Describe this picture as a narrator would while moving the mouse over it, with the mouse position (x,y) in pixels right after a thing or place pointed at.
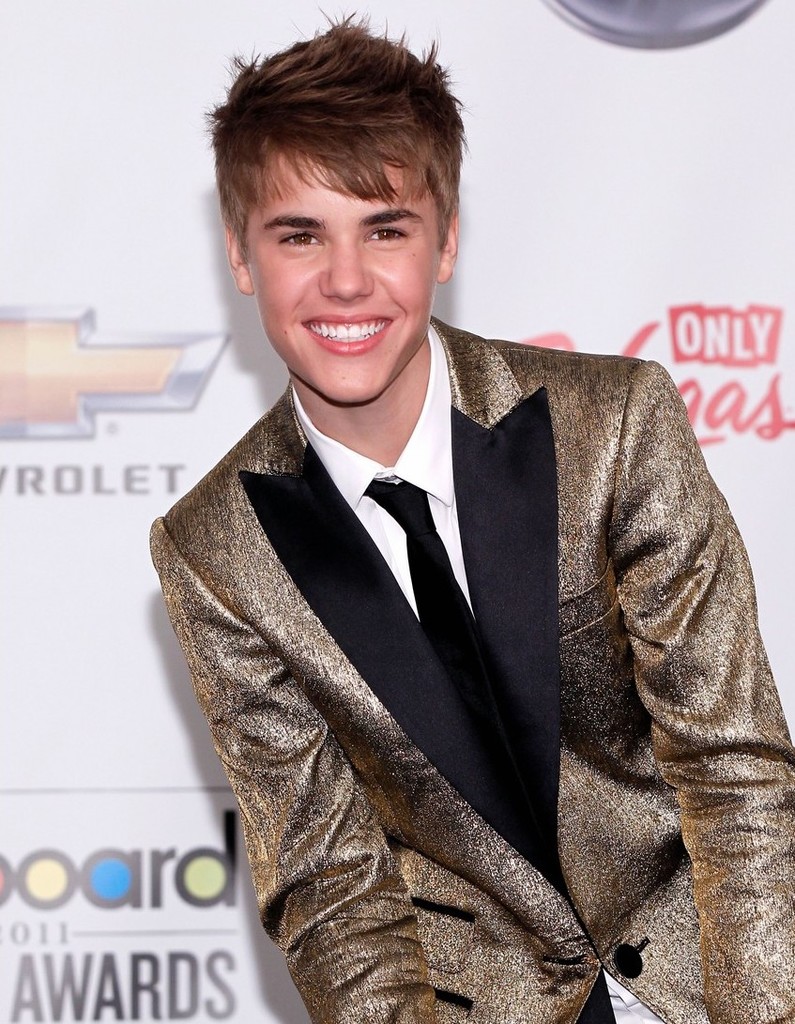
In this image in the foreground (347,571) there is one man (402,410) who is smiling and in the background (239,40) there is a board (152,732), on the board (126,643) I can see some text (154,902).
